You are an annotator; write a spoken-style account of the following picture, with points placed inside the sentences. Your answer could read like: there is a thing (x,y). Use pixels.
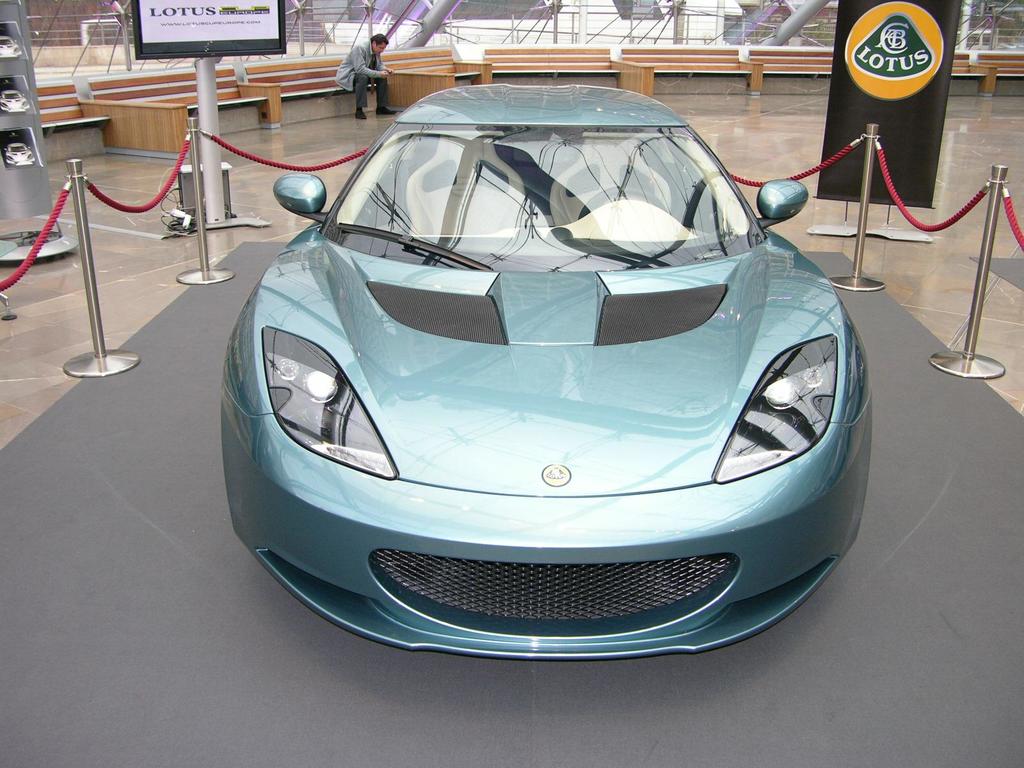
In the picture I can see a car (474,453) on the floor (534,735). In the background (375,87) I can see fence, banners (895,144), a person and some other objects (394,63).
